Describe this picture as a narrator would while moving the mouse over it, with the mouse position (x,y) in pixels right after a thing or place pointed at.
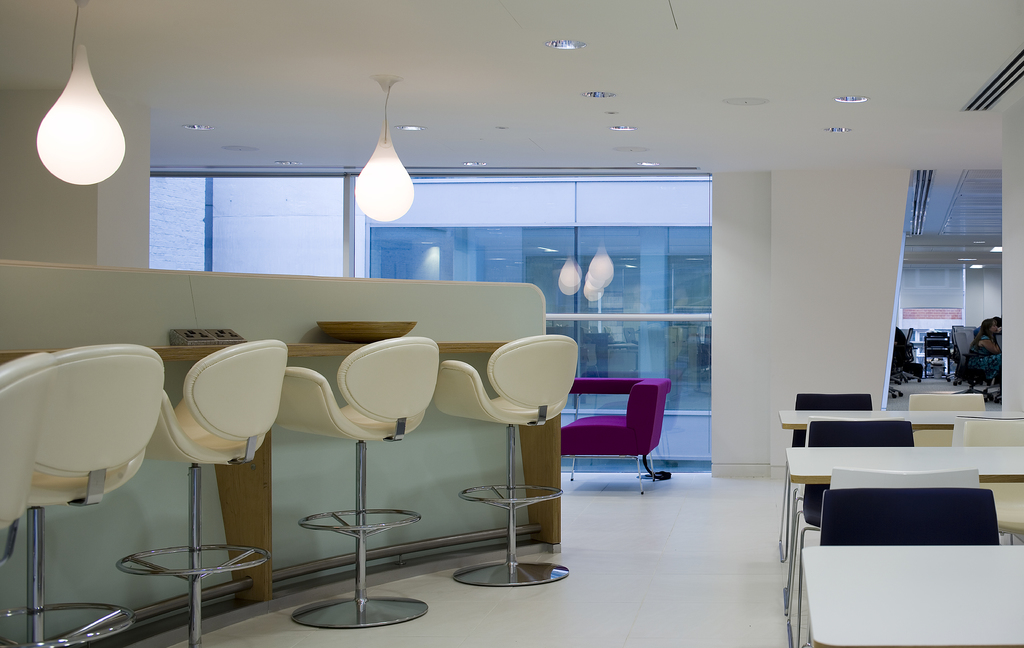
In this image we can see the chairs (609,426), tables (834,467) and also the bowl (356,325) and some other object (210,333) on the counter (456,320). We can see the lights (409,192) hanged from the ceiling (781,86). We can see the glass doors (618,261). On the right (982,336) we can see some people (987,358) sitting on the chairs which are on the floor (903,408).
